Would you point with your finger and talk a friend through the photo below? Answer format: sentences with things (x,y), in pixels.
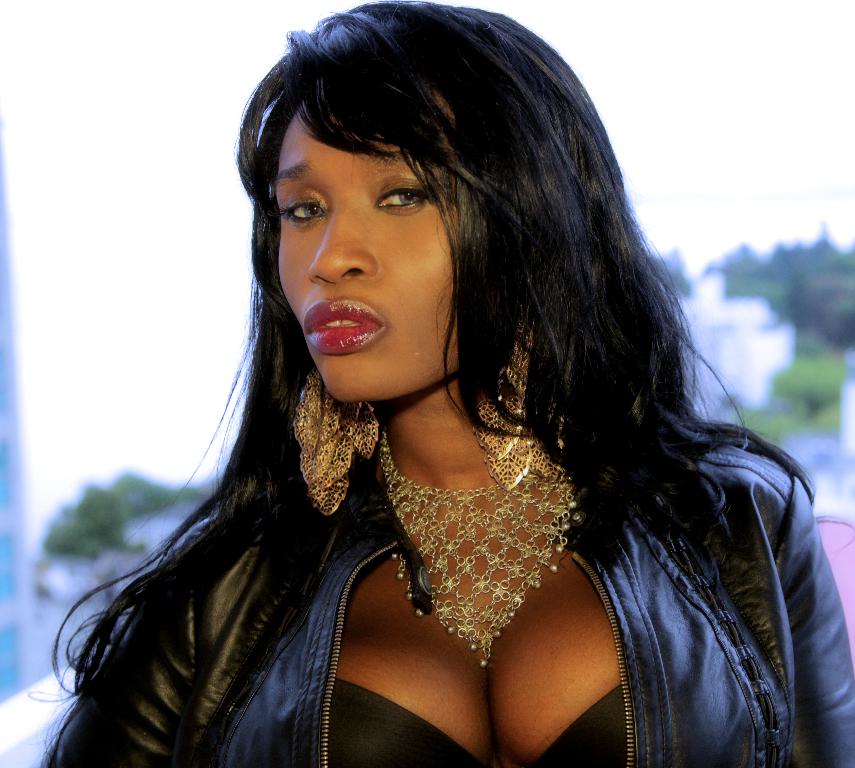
In this picture we can see a woman (292,553) wearing a jacket (677,696) and in the background (139,469) we can see trees (787,262) and it is blurry.
